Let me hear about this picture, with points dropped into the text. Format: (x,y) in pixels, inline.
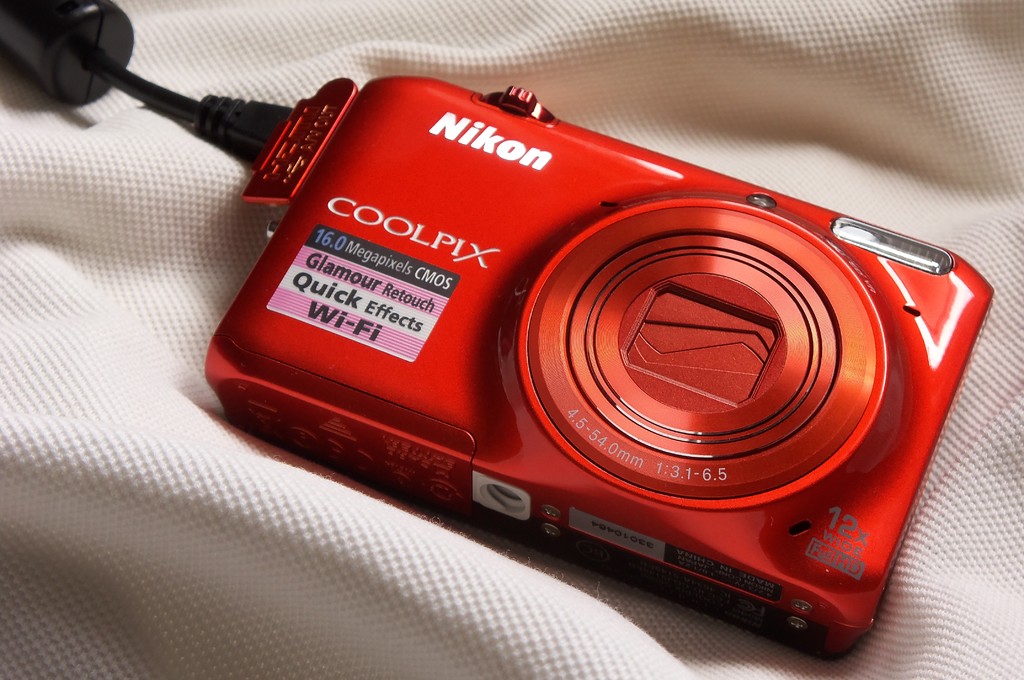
In this picture I can see there is a camera (767,434) in red color on a white color. On the left side (248,114) there is the cable (39,50) in black color.
